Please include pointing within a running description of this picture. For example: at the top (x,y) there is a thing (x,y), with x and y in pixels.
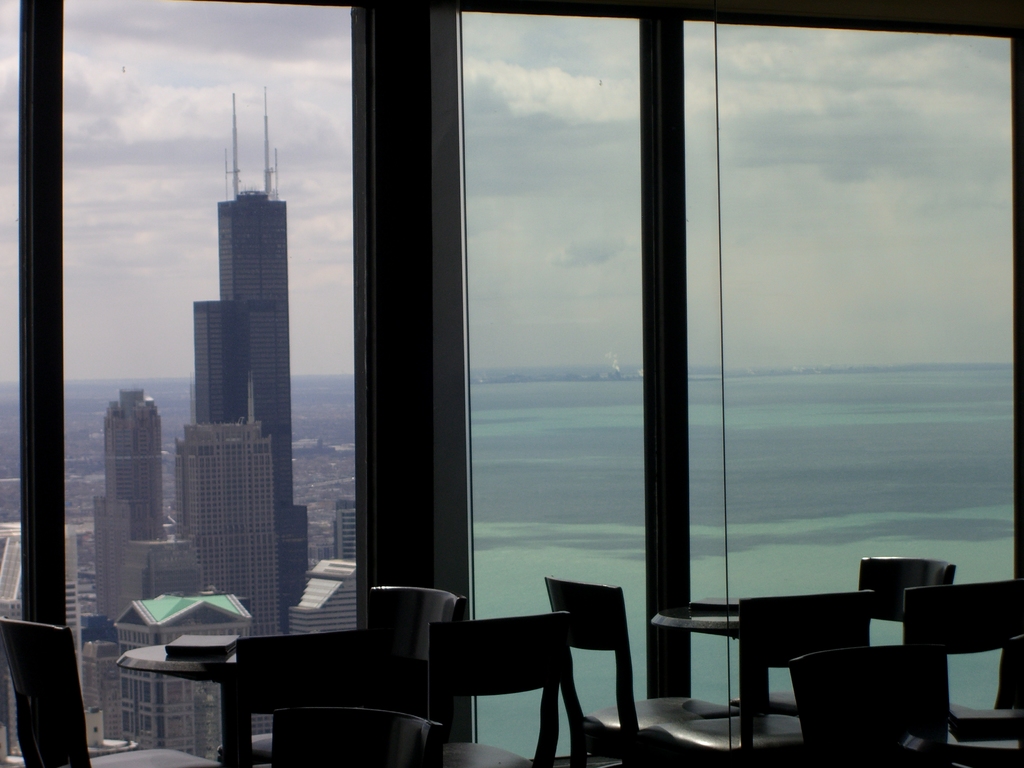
In the image there is a glass window (569,174) through the glass window (516,162) we can see some clouds (271,162) and buildings (123,581). Bottom of the image (45,695) there are few chairs (376,615) and tables (126,665).
